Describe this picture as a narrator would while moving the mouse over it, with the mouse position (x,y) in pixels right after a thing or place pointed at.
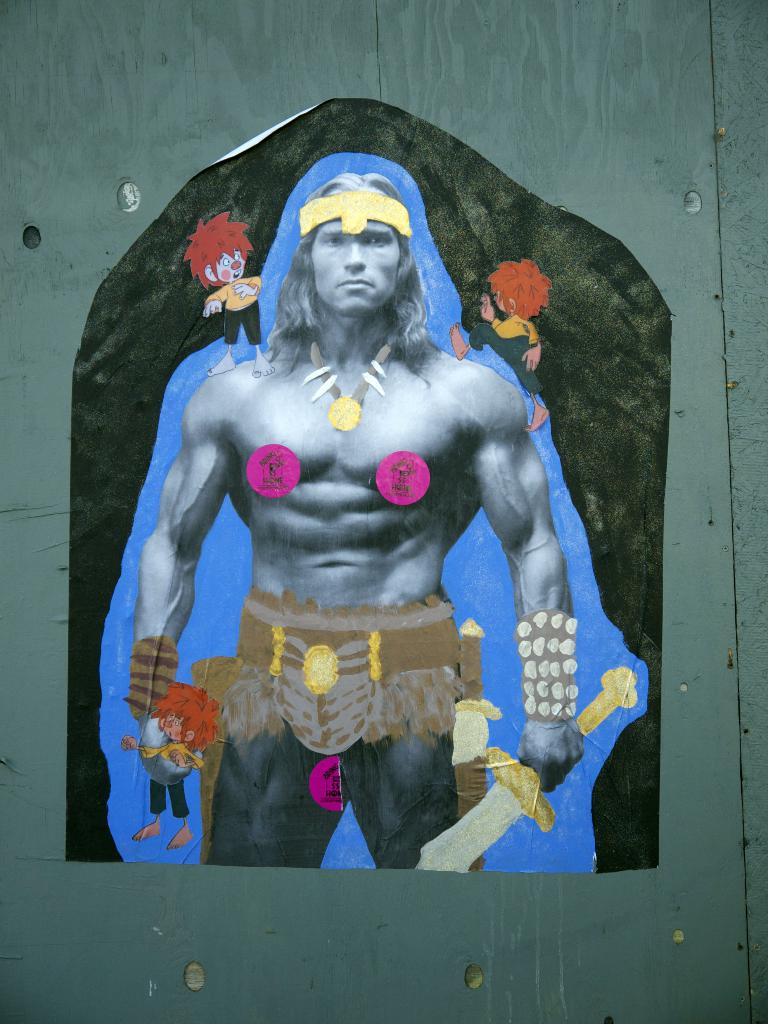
In the center of the image (422,390) there is a poster (204,612) in which there is a person (407,732) holding a sword (488,819). The background of the image (65,101) is green in color.
